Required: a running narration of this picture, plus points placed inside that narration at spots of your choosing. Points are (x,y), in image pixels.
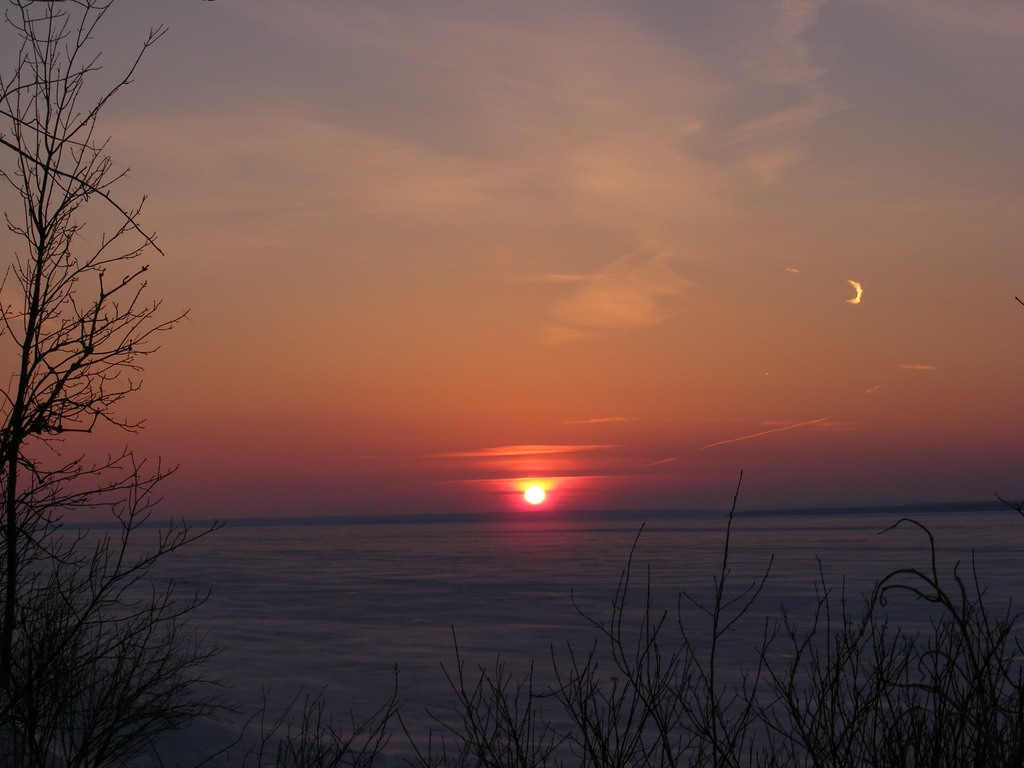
In this image we can see the sun (540,501). And we can see the lake (568,616). And dry trees (915,683), clouds (568,185) in the sky (390,99).
